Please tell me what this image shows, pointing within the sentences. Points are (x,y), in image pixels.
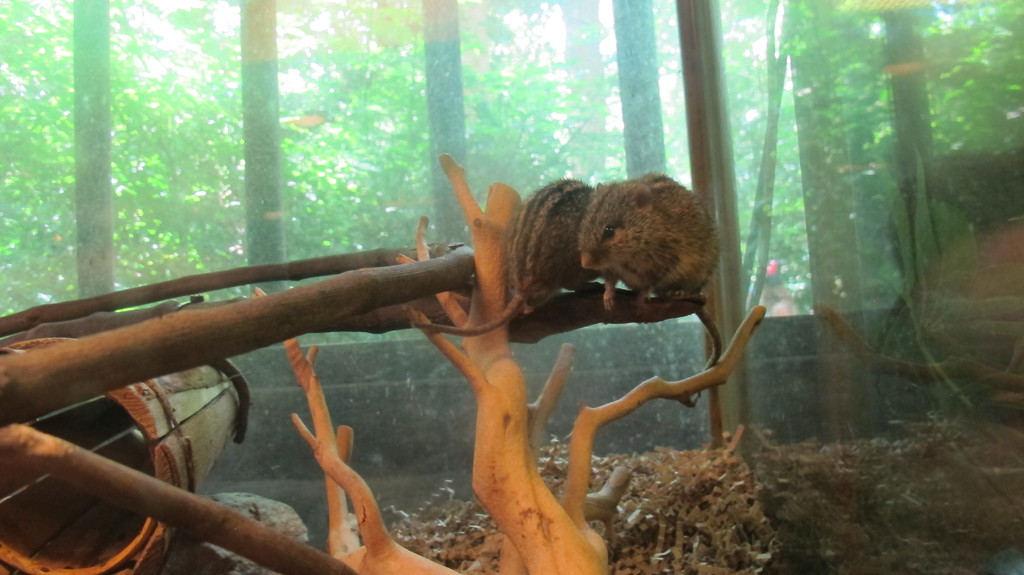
In this image we can see two rodents (609,257) sitting on the branch (214,305) of a tree (160,335). In the background (28,170) we can see trees (335,124) and sky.
